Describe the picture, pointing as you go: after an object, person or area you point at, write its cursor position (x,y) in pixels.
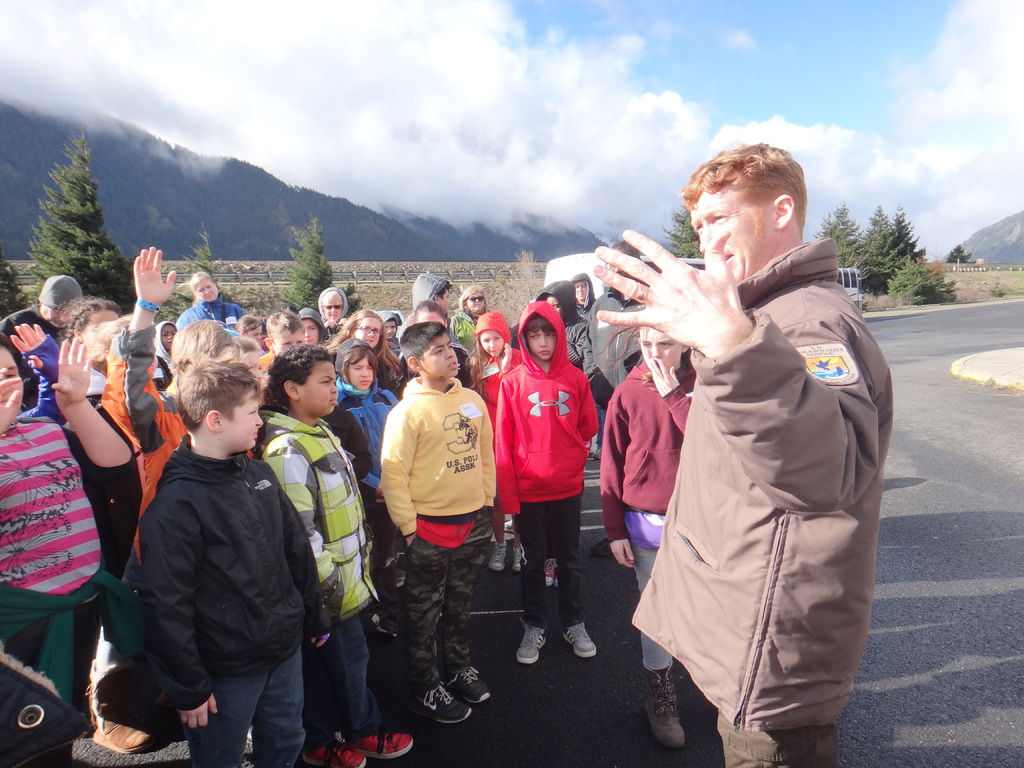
There are people (781,659) standing in the foreground area of the image (541,364), there are trees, it seems like mountains (587,249) and the sky (745,51) in the background (805,33).
